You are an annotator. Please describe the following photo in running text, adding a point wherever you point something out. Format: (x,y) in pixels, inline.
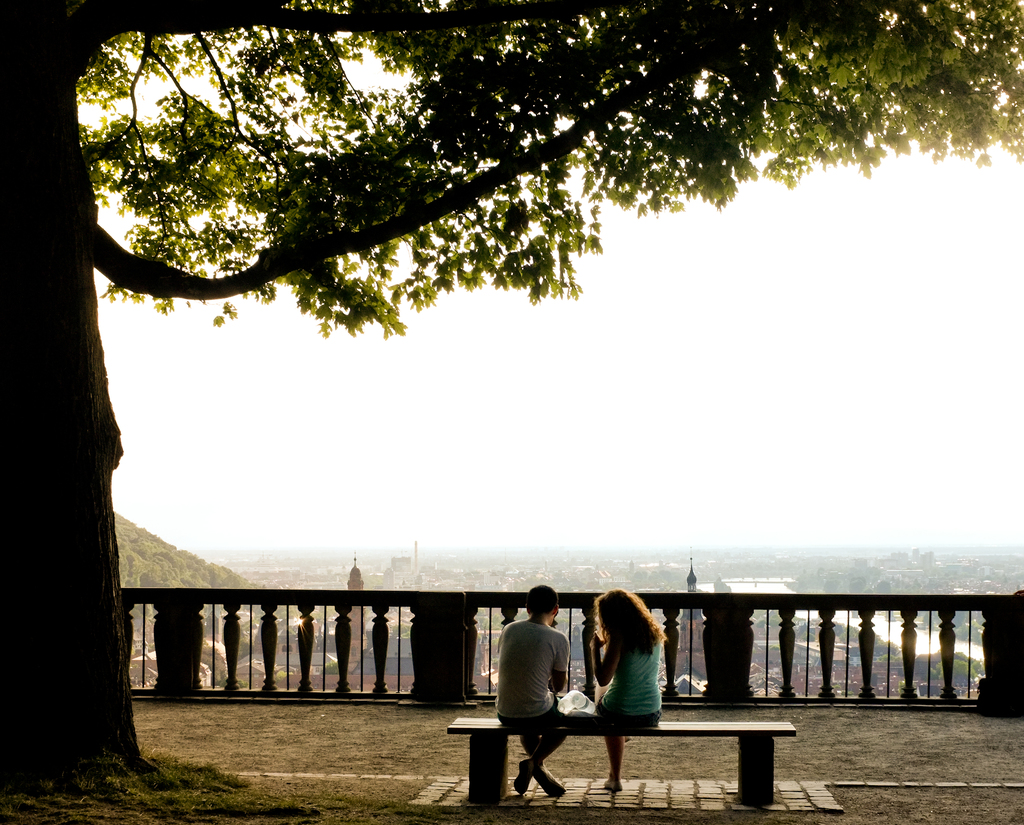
In this image we can see two persons (650,677) are sitting on the bench (567,720). There are many buildings (818,671) and houses (884,686) in the image. There are many trees (553,564) in the image. There is a fencing (587,690) in the image. There is a sky (152,521) in the image.
